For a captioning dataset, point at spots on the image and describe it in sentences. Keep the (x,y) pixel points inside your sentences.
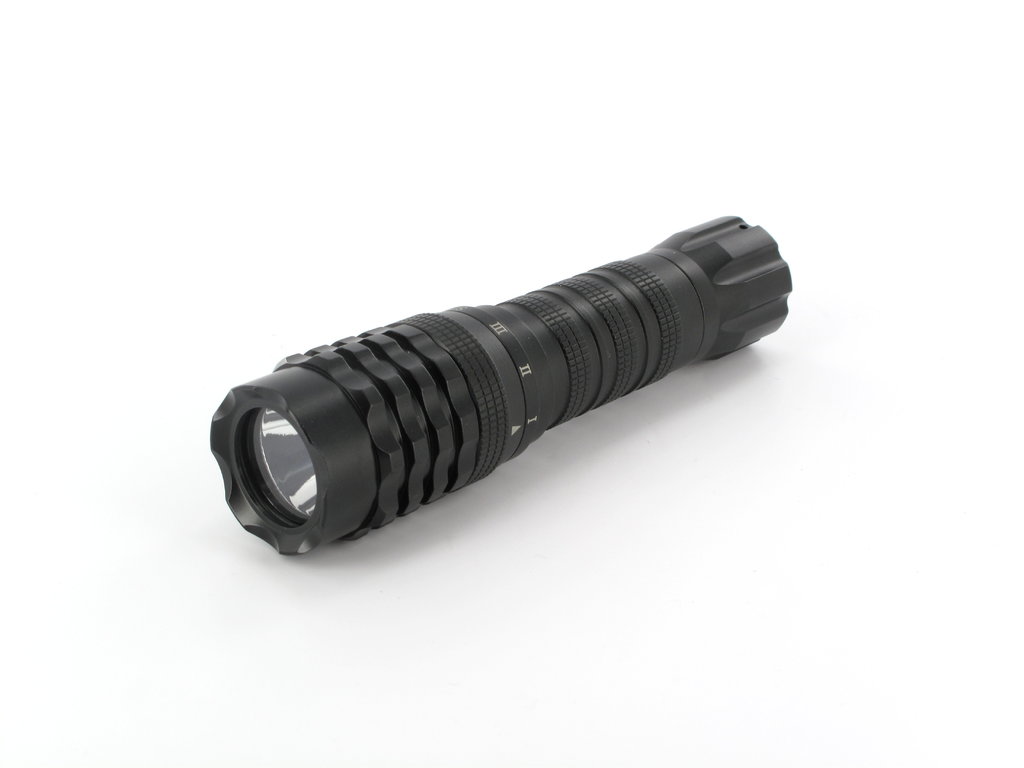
In this picture I can see a torch light (357,539).
